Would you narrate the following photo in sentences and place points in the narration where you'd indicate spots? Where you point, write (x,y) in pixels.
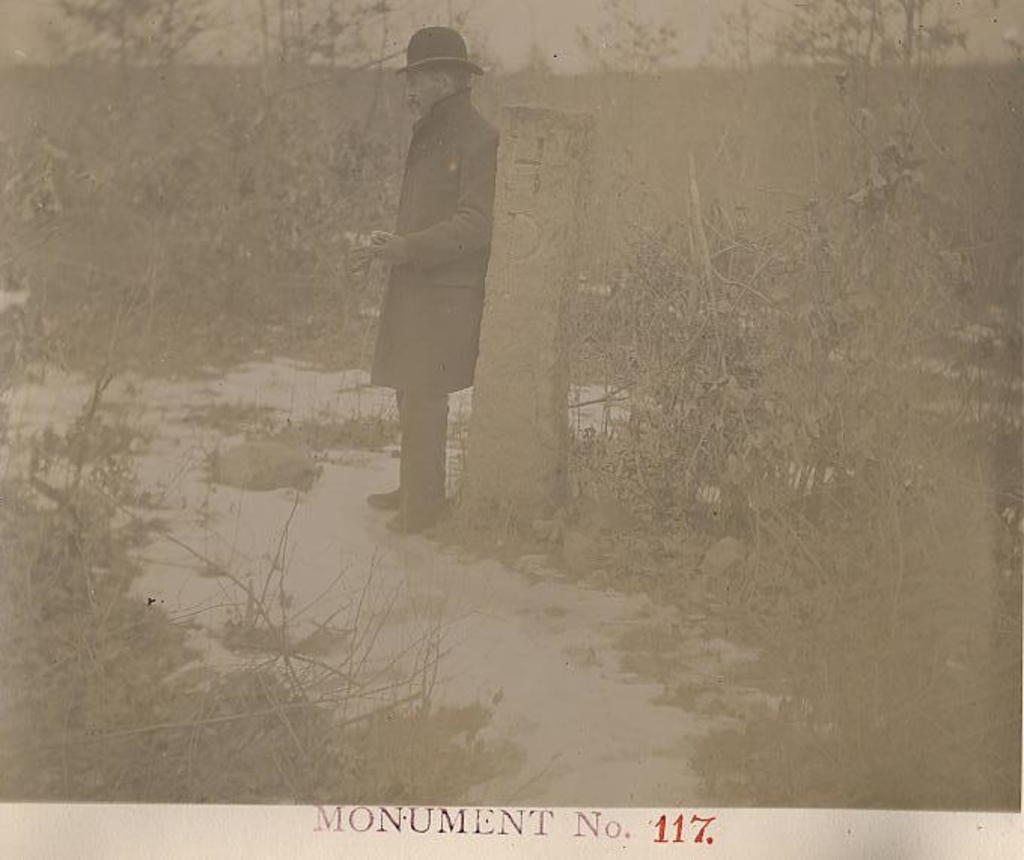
In the center of the image (415,439) we can see a man (410,326) standing. He is wearing a coat (438,194) and a hat (443,50). There is a pillar (556,246). In the background (683,273) we can see trees (607,34).
